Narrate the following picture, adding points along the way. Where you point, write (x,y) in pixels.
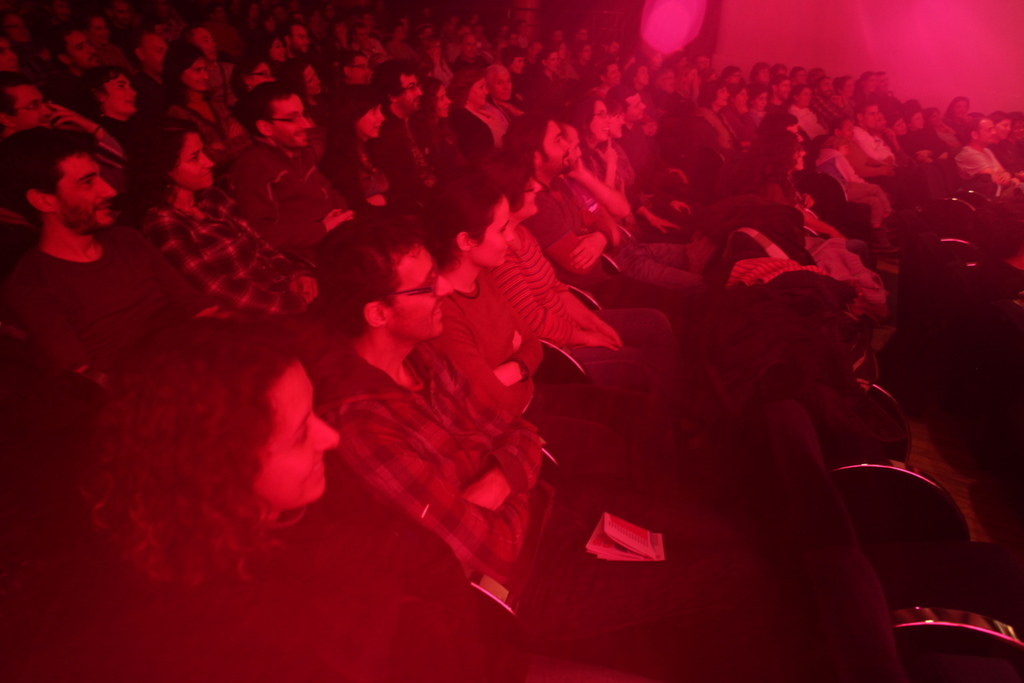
In this image we can see there are many people (471,229) sitting on the chairs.
